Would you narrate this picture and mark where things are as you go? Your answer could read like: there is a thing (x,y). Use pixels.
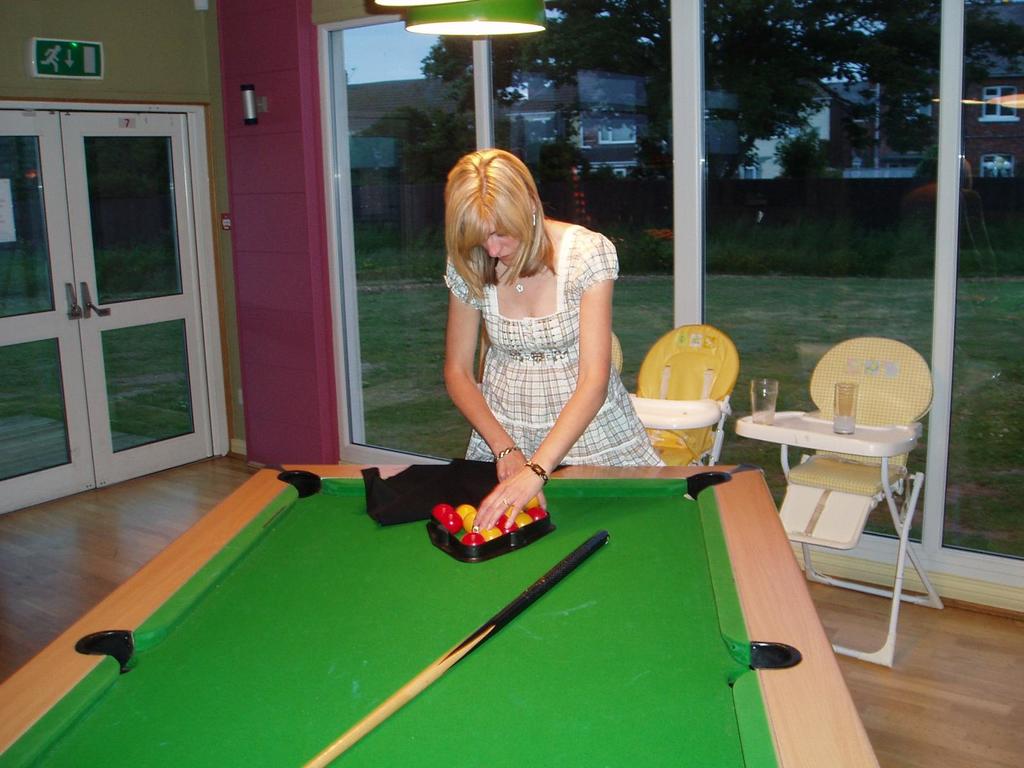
a person (541,214) is standing, wearing white dress (535,422). in front of her there is a pool table (543,698) on which there is a stick (349,740) and balls (494,528). behind her there are 2 chairs (826,431) on which there are glasses (842,389). at the left (156,303) there is white door (107,242). above the table (569,699) there is a light (460,10). at the back (831,132) there is glass window (812,116). outside there is grass (735,293), trees (657,100) and buildings (538,134).
